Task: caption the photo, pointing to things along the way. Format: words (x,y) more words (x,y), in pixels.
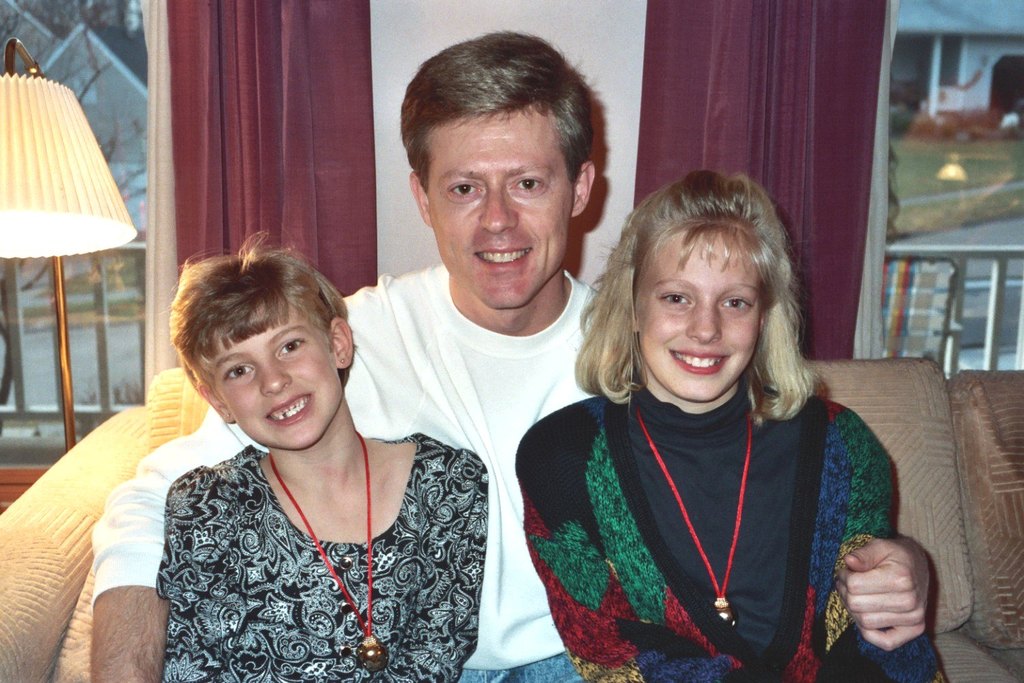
In this image I can see three people (524,198) sitting on the couch (958,537). These people (436,525) are wearing the different color dresses (375,550) and the couch (937,478) is in brown color. To the left (46,123) I can see the lamp (47,141). In the back (323,132) there are maroon color curtains (367,89) and I can see a white wall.
